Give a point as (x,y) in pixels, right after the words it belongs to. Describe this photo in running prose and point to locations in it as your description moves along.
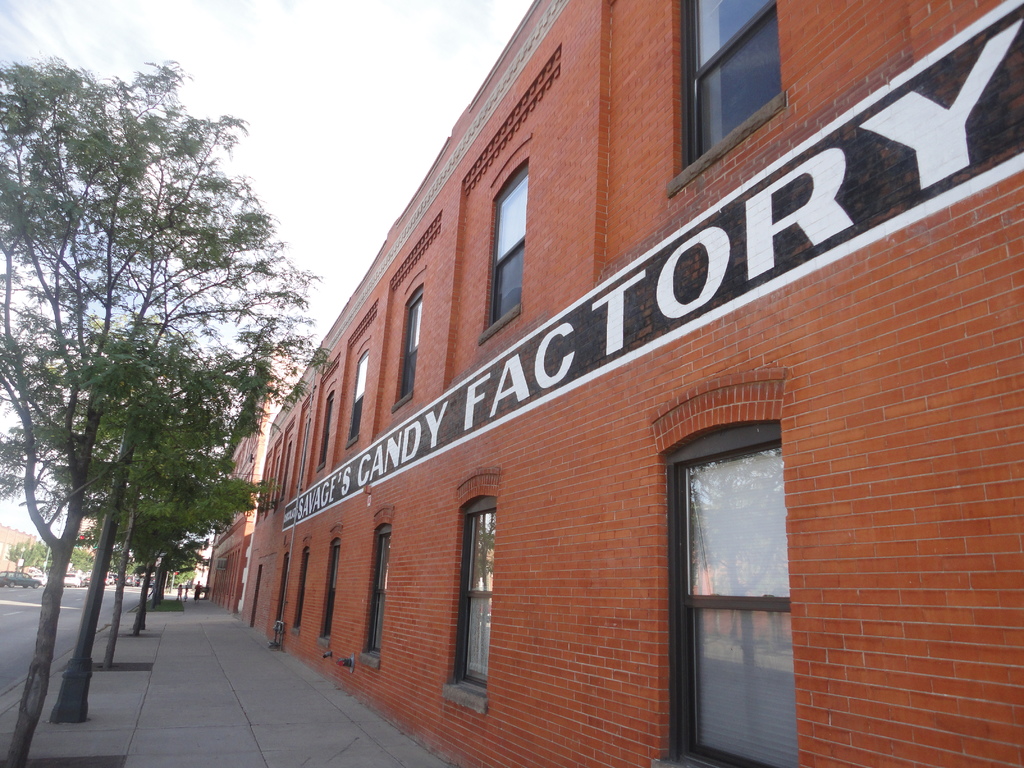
In this image, we can see buildings (406,312), trees (208,433) and vehicles (30,580) on the road (19,625). At the bottom (191,710), there is floor (216,706).
